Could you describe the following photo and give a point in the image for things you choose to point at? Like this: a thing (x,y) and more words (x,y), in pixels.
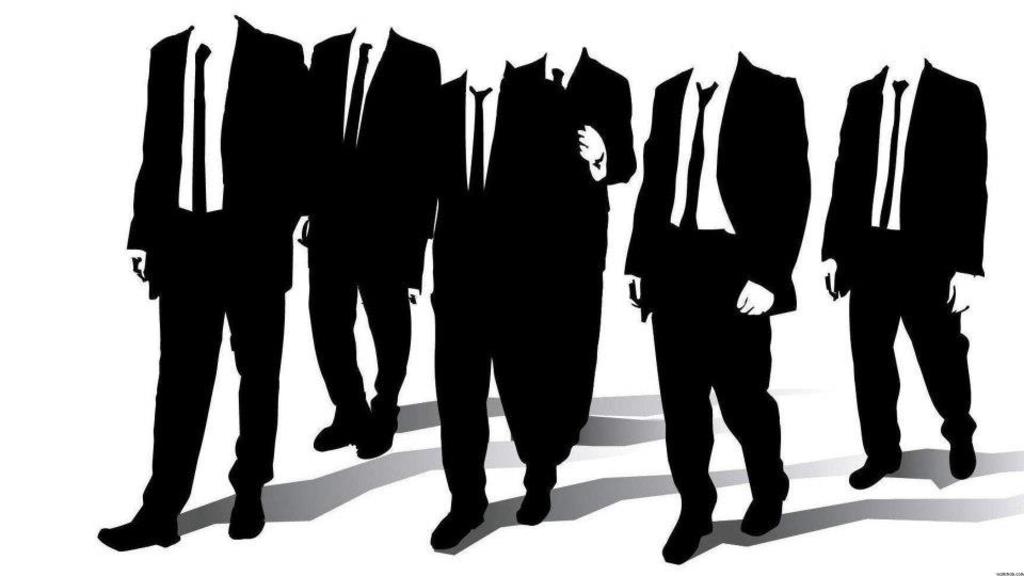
In this image we can see the depictions of persons (309,233).
